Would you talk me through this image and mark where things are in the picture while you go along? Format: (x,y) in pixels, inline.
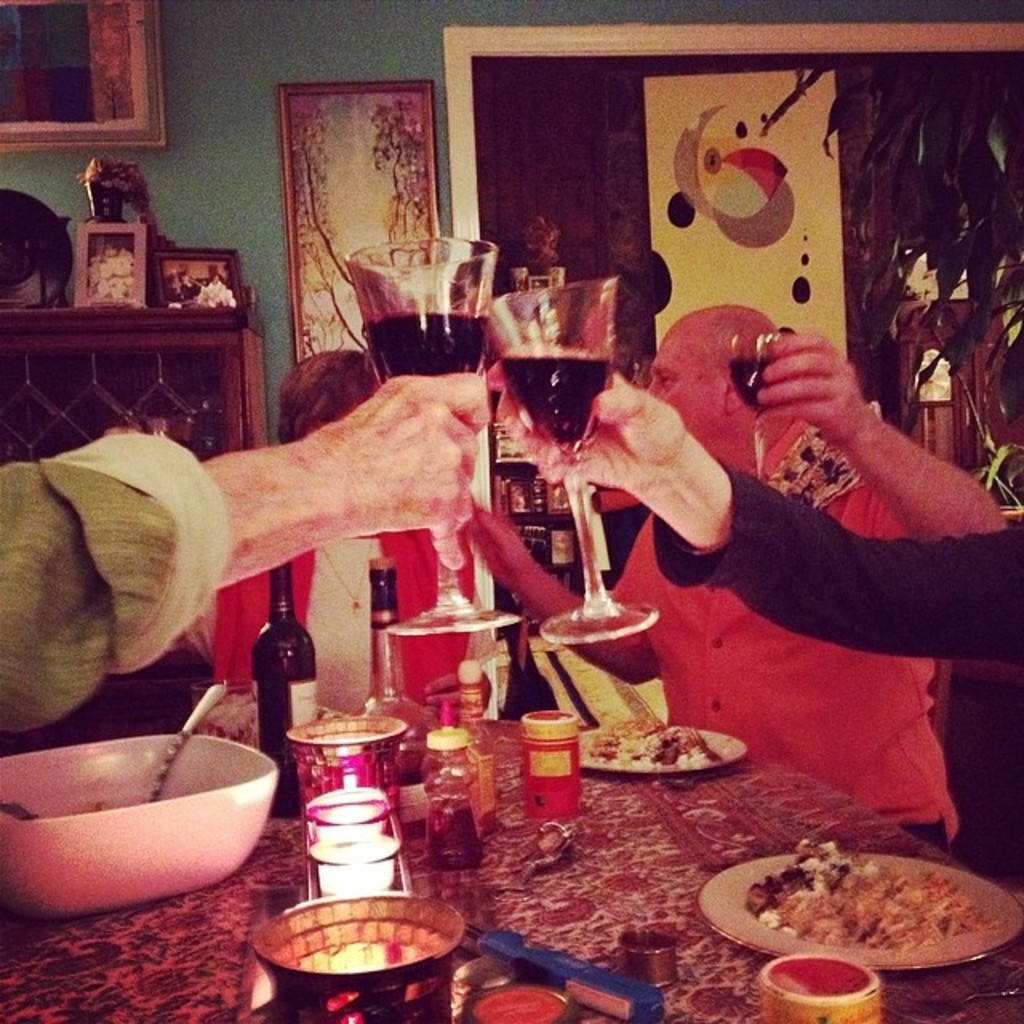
This picture shows few people (644,395) seated on the chairs (978,809) and holding wine glasses (358,285) in their hands (654,426) and we see bottle (273,692) and plates (935,949) with food (662,754) on the table (124,920).
